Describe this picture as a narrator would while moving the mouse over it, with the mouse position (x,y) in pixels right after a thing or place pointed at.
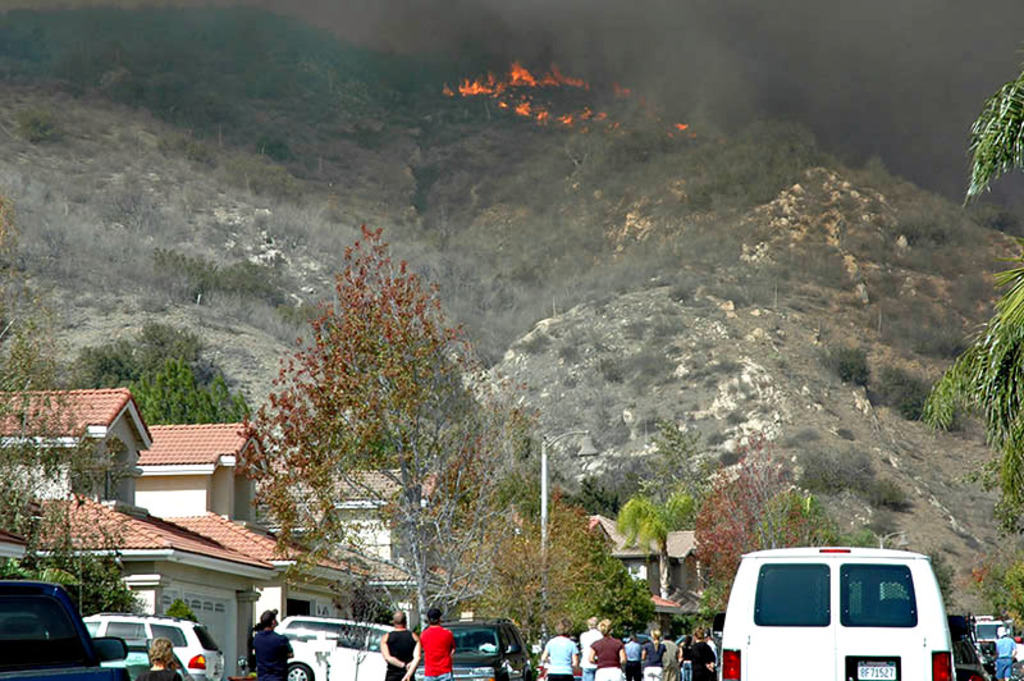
As we can see fire (469,91) caught in the forest (507,109) and many people (621,680) are seeing that fire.
